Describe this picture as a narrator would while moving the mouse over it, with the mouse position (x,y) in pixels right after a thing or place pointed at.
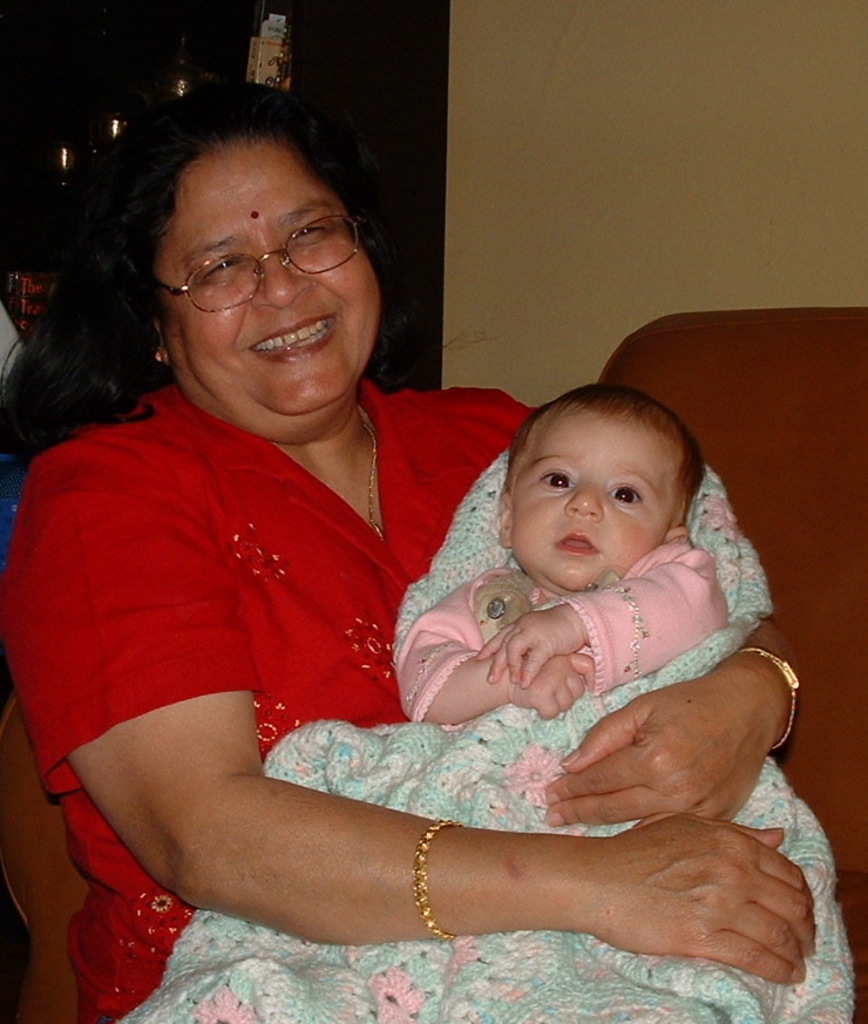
In this image, we can see a few people (264,729). We can see the wall (676,248). We can see a chair (725,428). In the background (442,83), we can see some objects (288,35).
